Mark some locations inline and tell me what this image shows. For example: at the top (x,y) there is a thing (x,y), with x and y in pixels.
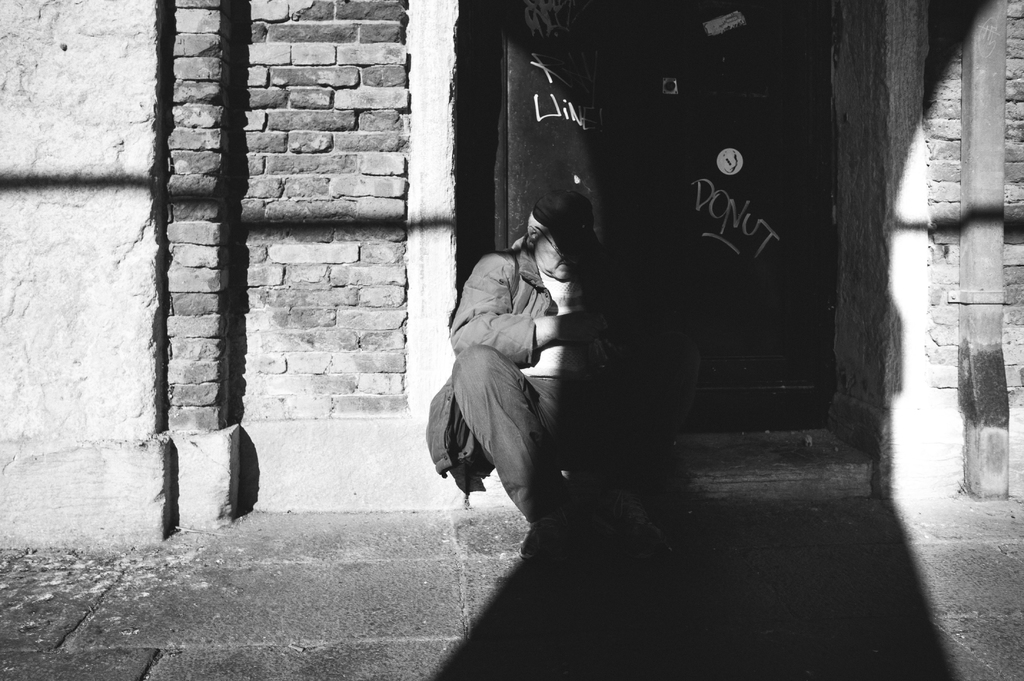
In this picture we can see a person (603,317) is seated in front of the door (703,276), and we can find brick wall (304,220).
